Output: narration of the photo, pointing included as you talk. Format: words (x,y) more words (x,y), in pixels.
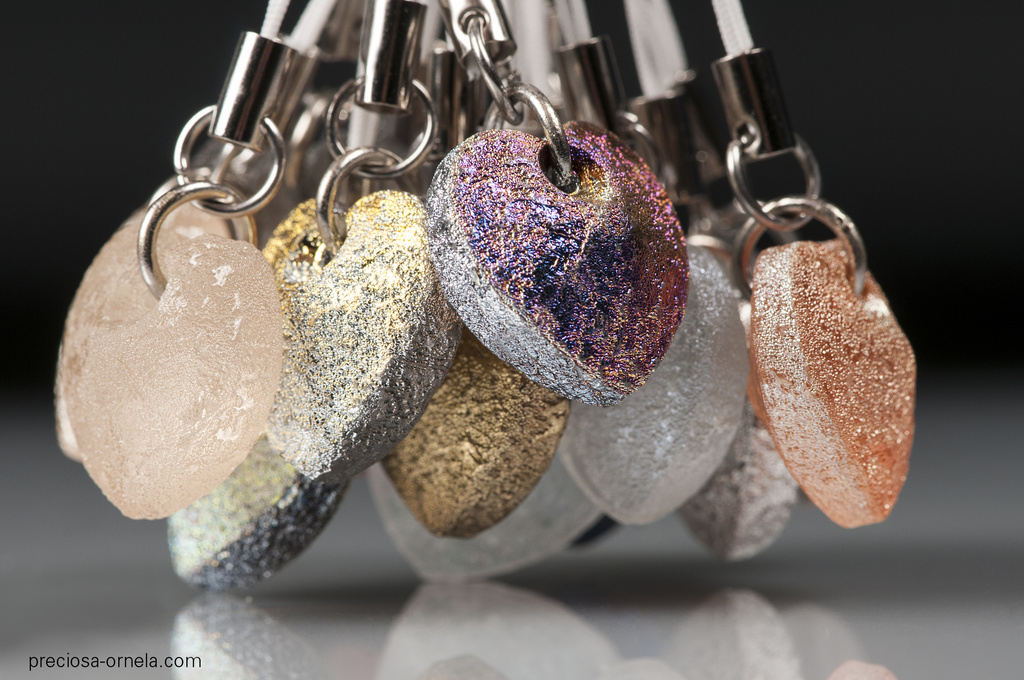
In this image we can see many heart shaped chains (430,222) hanging and the background (893,112) is dark.
